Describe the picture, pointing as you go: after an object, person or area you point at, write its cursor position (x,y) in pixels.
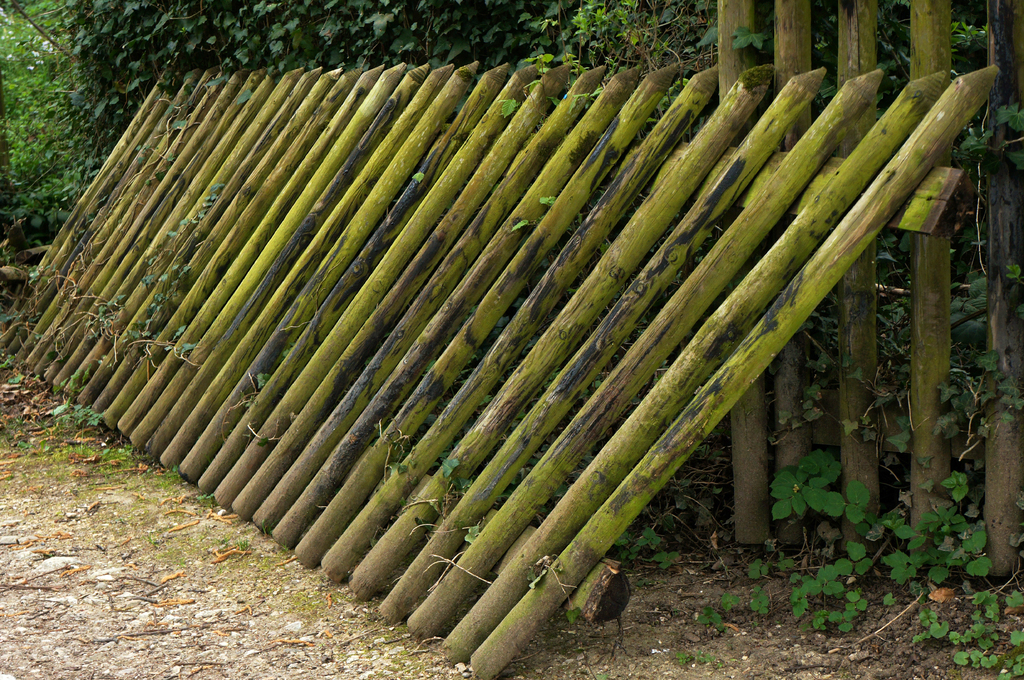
This image consists of some sticks (491,419) in the middle (424,452). There are trees (433,28) at the top (756,40).
